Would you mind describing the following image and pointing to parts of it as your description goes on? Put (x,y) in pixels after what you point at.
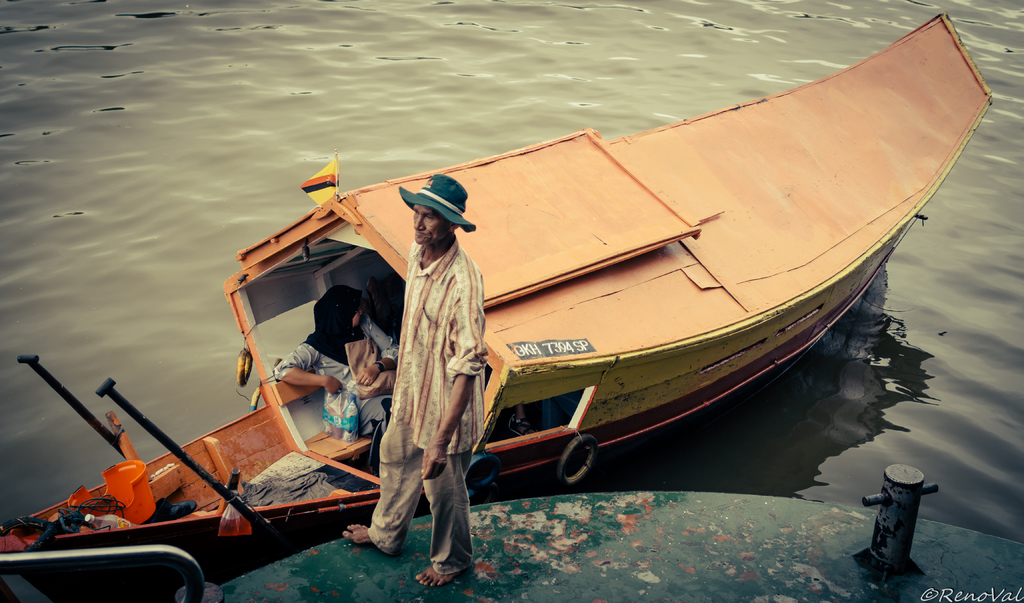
In this image we can see a man (439,450) wearing the hat (430,193) and standing on the path (529,552). We can also see a woman (328,308) in the boat (710,178). We can see the water (277,220), flag (332,181), bottle (113,522) and also some other objects (162,501). In the bottom right corner (1009,601) we can see the text (949,602).
